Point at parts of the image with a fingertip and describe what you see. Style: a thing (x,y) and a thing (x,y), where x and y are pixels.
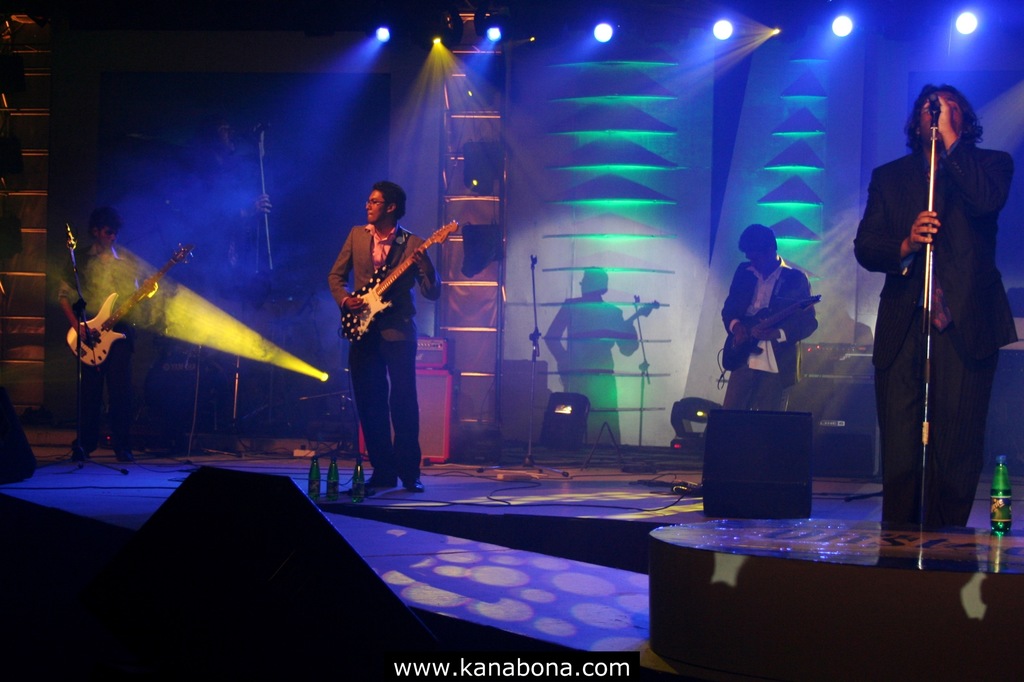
In this image we can see three people (88,305) are standing and playing musical instruments (108,336). One person (925,208) standing, holding a microphone (938,108) and singing. There are so many objects (317,465) are on the stage (59,448), some lights (721,34) attached to the ceiling (964,12), some objects (491,165) are attached to the wall (548,306) and some microphone stands (536,310) with microphone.
